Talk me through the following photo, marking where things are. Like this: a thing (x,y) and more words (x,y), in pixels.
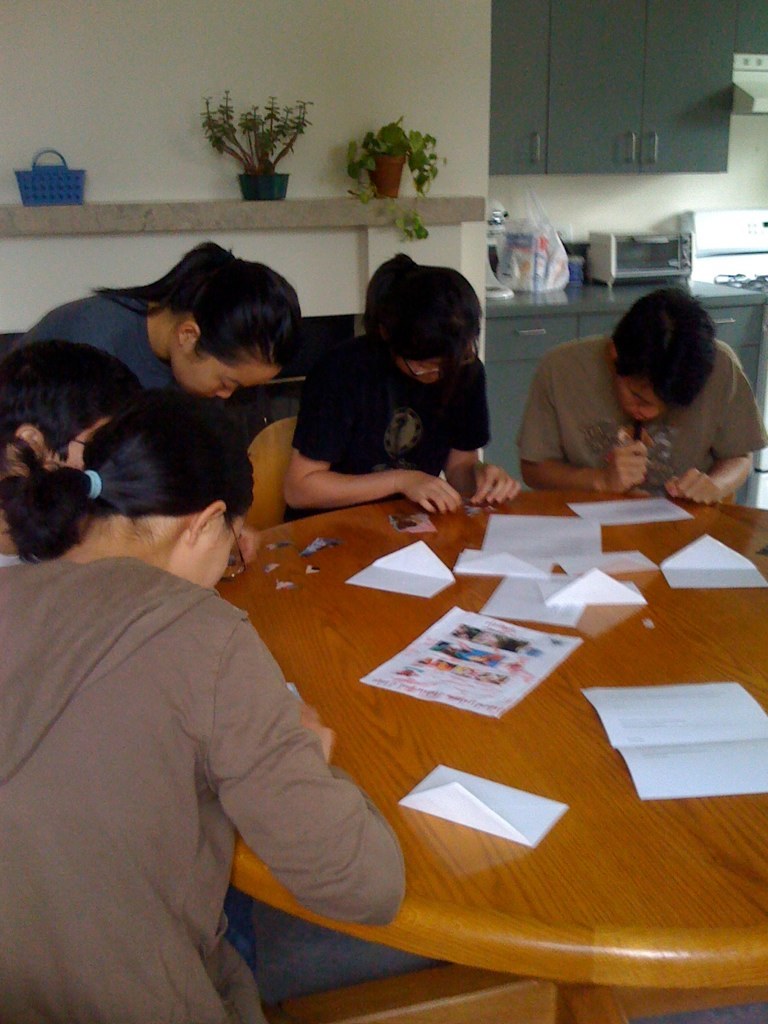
This is place where we have a group of people (106,600) sitting around the table (376,519) on the chairs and doing some paper work and behind them there are some plants (272,104) and a basket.
